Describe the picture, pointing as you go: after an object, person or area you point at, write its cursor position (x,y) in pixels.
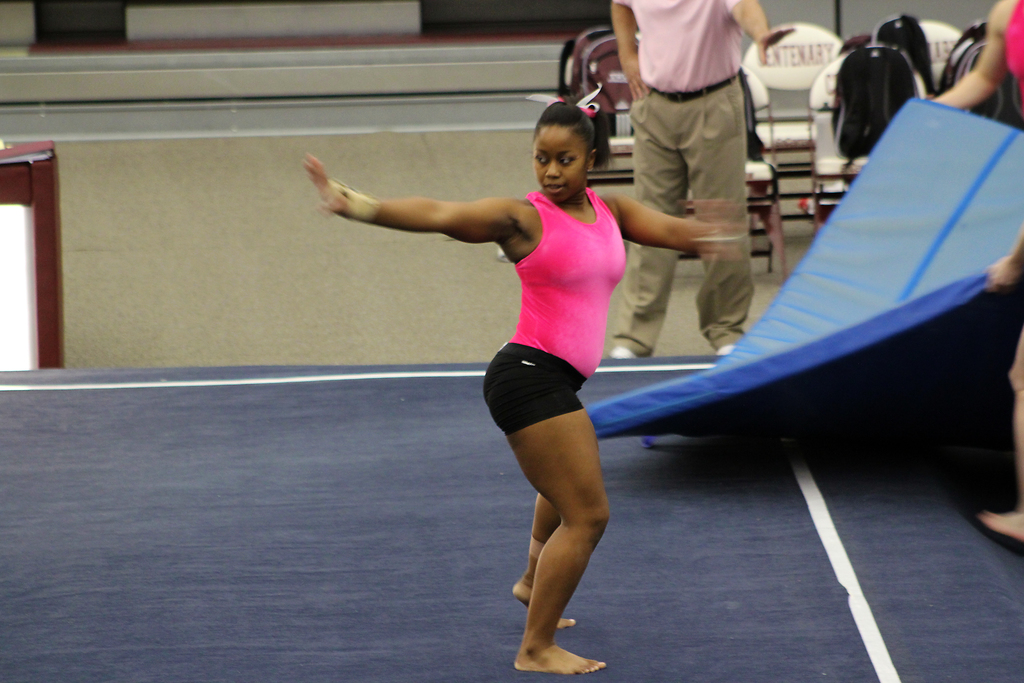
In the center of the image (454,237) there is a woman (573,510). At the bottom of the image (748,625) there is blue color surface (307,587). To the right side of the image (928,117) there are people (1003,48) holding a blue color bed (828,345). There is a person (721,21) standing. There are chairs (796,134).
